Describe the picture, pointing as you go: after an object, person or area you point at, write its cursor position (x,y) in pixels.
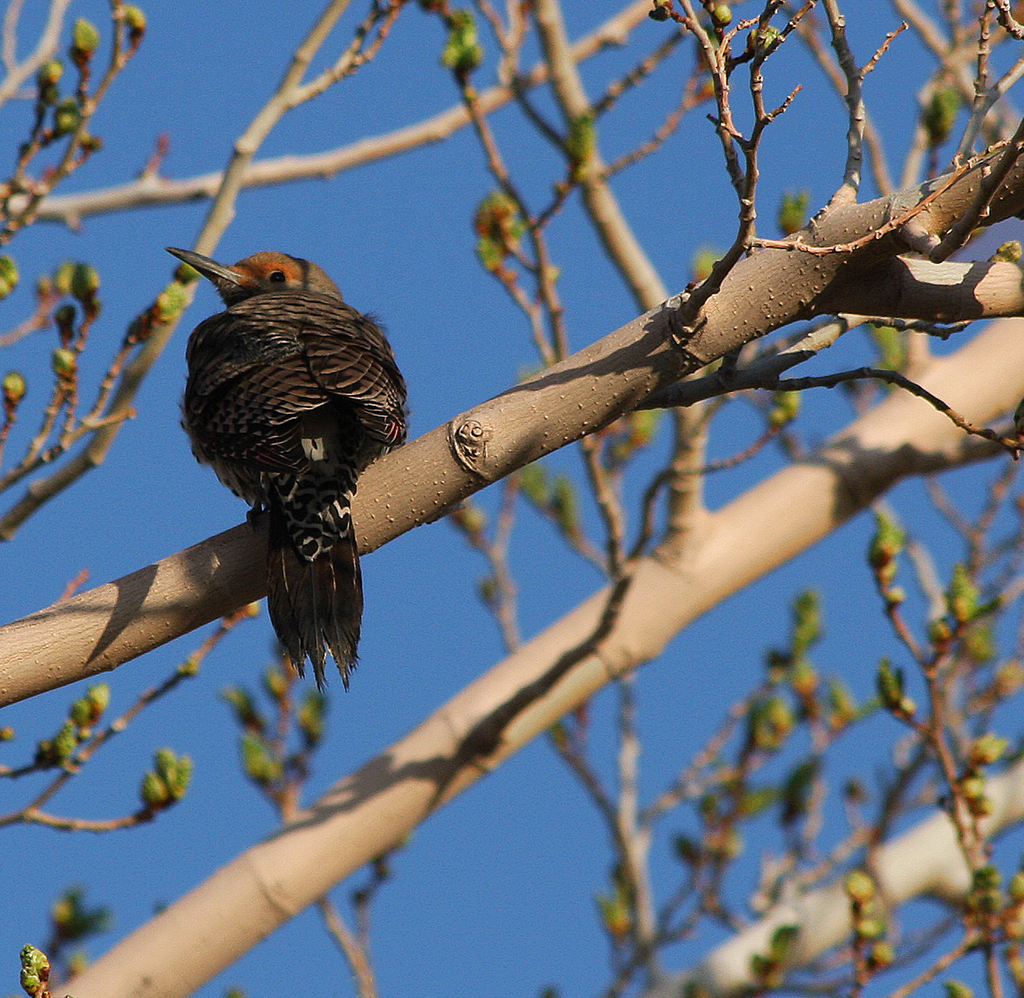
In this picture there is a bird (225,444) standing on the branch (446,438) of the tree (446,438). At the top (413,222) there is sky (417,216).
